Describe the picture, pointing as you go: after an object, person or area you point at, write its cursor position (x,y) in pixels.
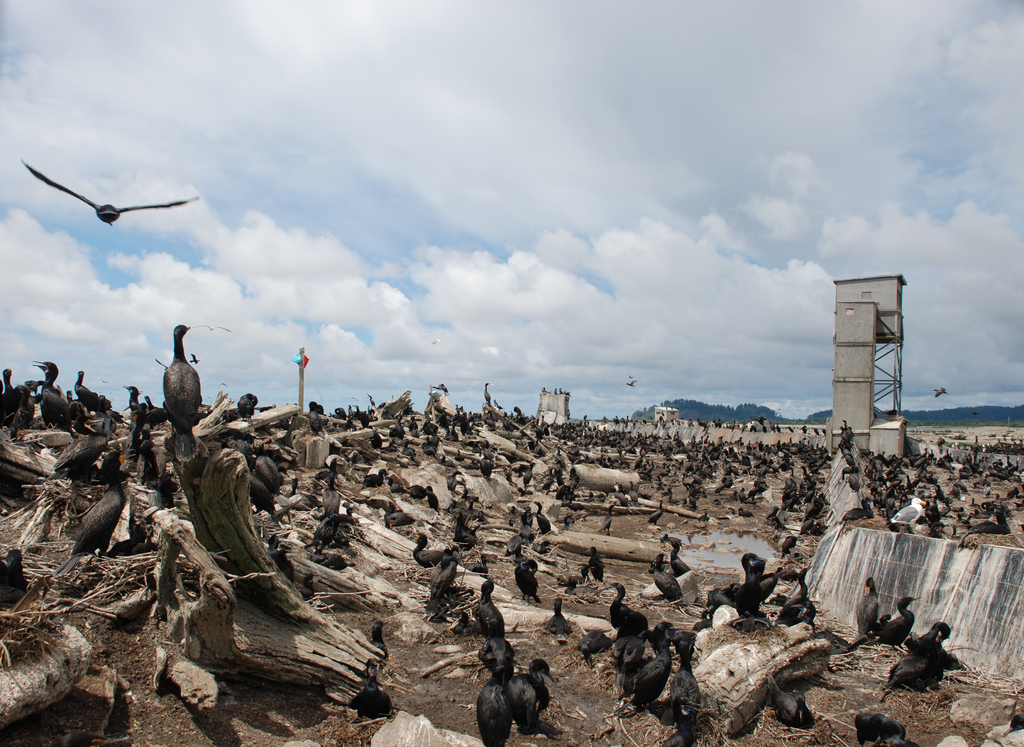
In this image we can see logs (184,538) and there are birds (647,640). In the background (901,329) there is a tower (868,311). We can see a pole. There are hills (717,404). At the top (431,169) we can see sky (431,169).
